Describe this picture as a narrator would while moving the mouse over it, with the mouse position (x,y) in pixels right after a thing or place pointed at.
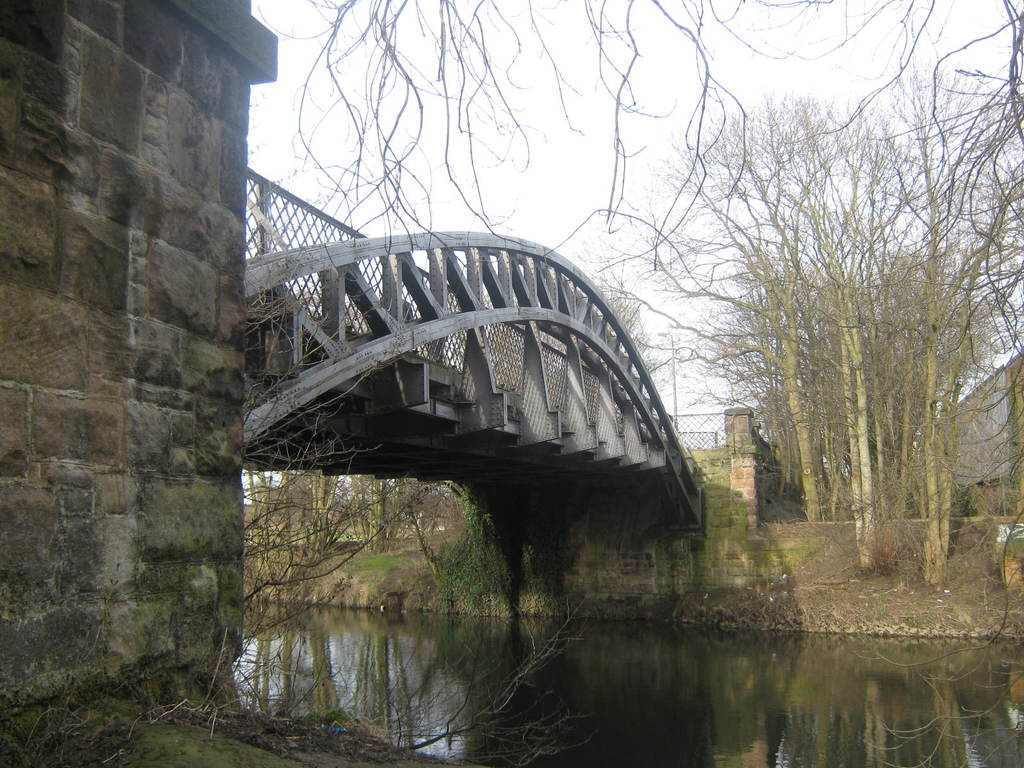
In this picture I can see trees (799,421) and bridge (489,500) and I can see water (591,661) and a cloudy sky (555,167) and it looks like a wall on the left side of the picture (102,674).
